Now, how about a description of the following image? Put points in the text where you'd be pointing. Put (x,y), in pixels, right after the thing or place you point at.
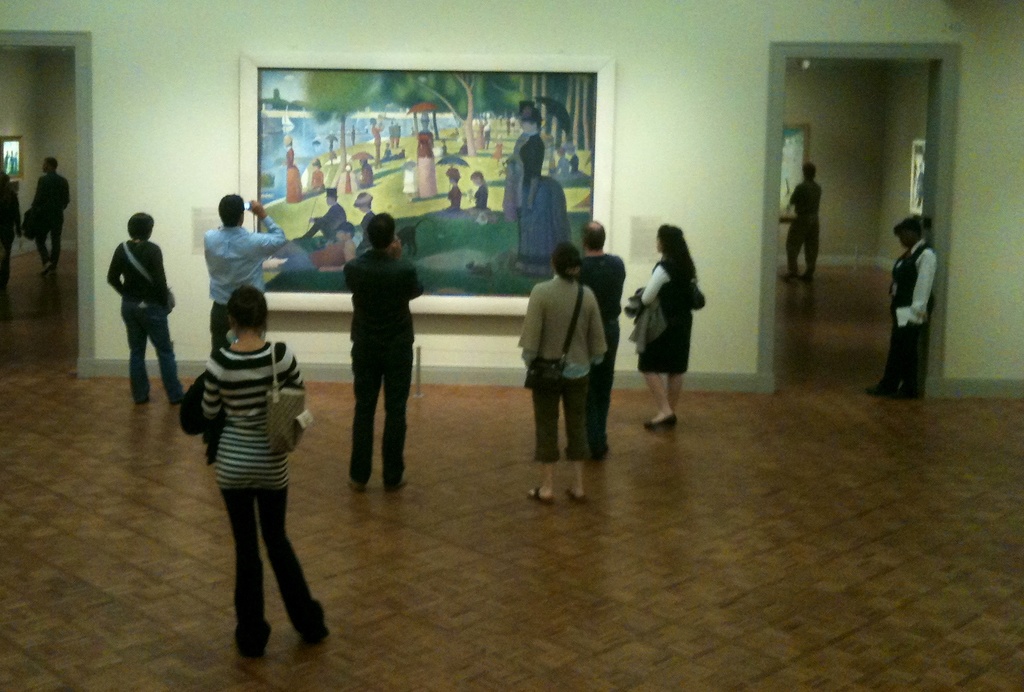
In this image, there are few people (362,293) standing on the floor (318,430). I can see the photo frames (281,281), which are attached to the walls (750,222). On the left (62,231) and right side of the image (822,274), there are two rooms (840,242).
